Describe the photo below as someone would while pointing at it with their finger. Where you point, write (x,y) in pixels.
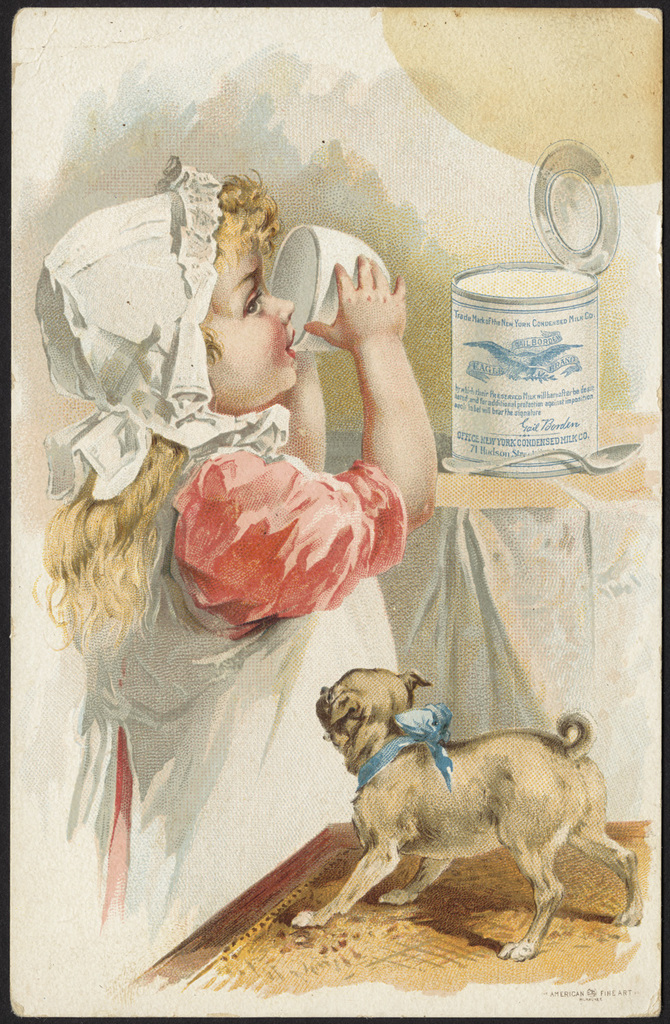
In this picture we can see the drawing (168,715) of a girl (207,494), dog (417,750), spoon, table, tin (466,393) and a cup (343,243) on the paper (450,993). At the bottom right (582,990) corner of the paper (352,993), it is written something.
